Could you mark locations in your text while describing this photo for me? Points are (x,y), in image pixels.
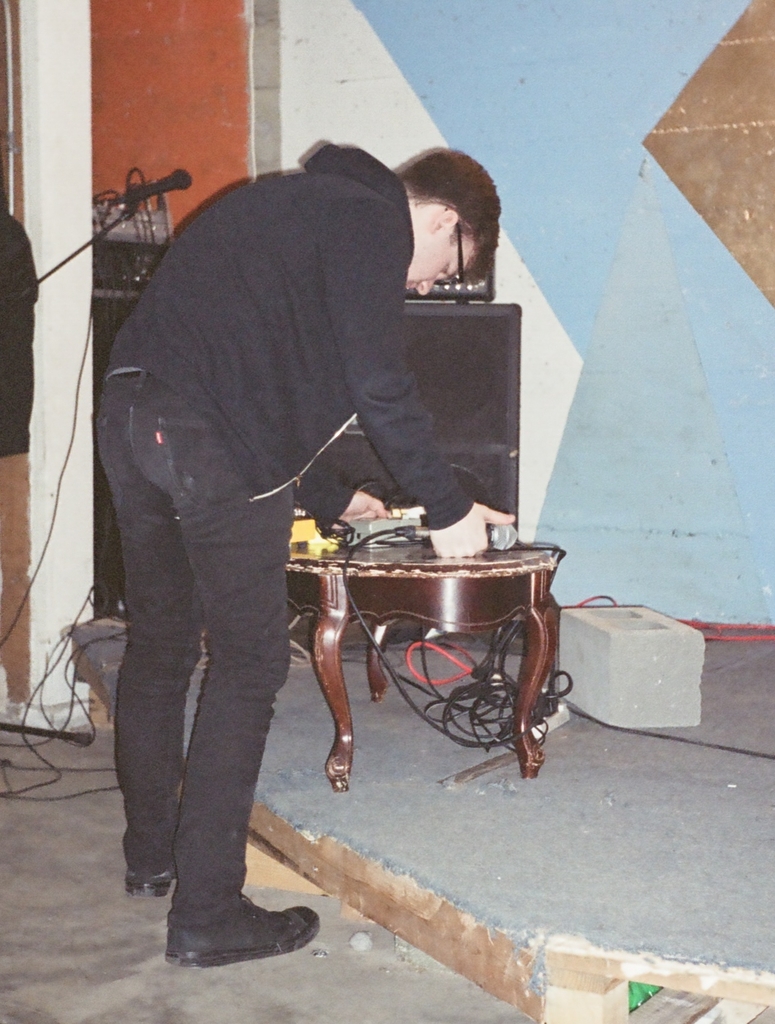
In the image we can see there is a man (201,473) who is standing and holding mic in his hand (474,529) and on table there are devices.
